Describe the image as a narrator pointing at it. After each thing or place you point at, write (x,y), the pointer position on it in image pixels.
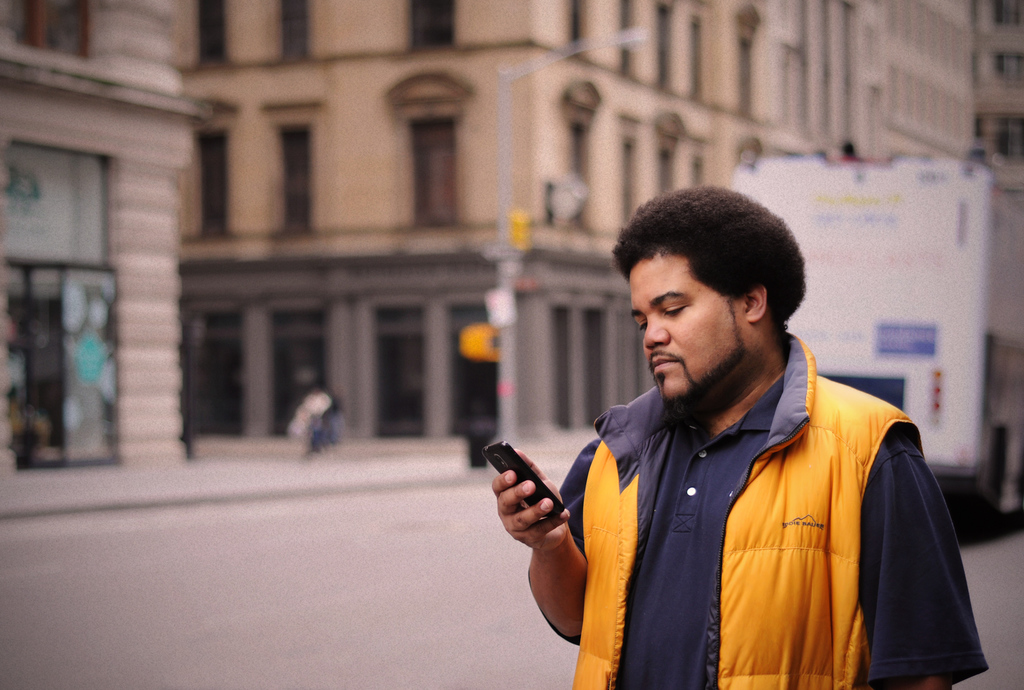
In this image I can see a person (653,420) is holding the mobile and wearing blue and yellow color dress (728,512). Back I can see few buildings (520,94), light pole (510,118) and vehicle (960,285).
